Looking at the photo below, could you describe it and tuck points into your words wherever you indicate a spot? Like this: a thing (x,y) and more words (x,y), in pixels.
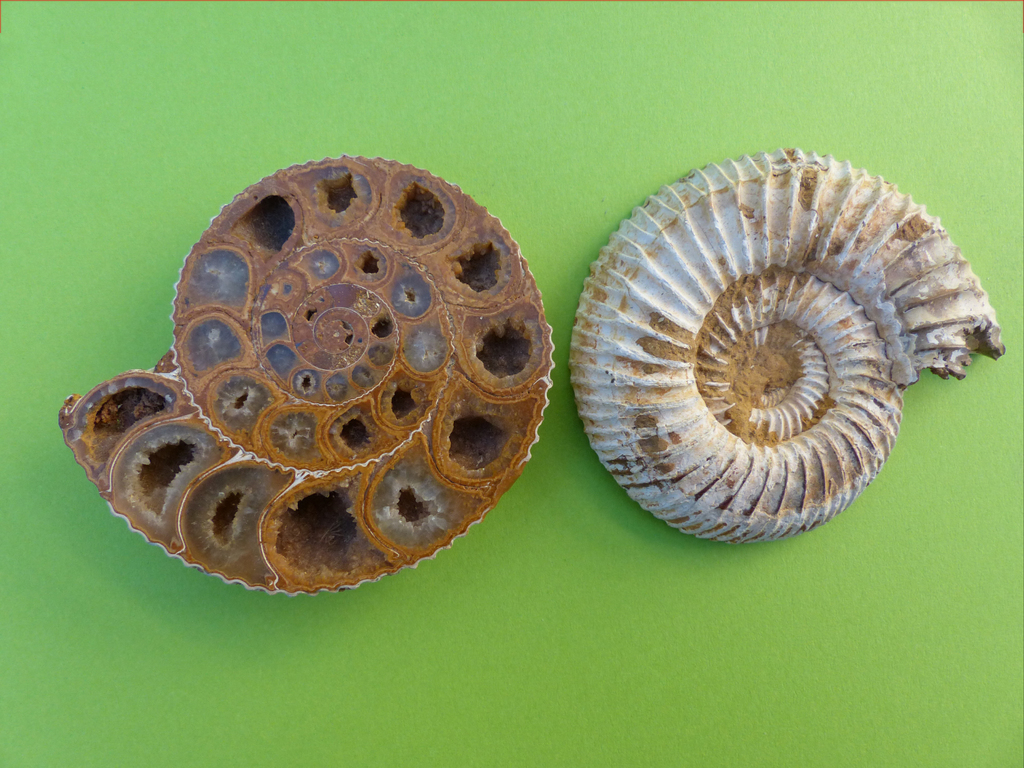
In this image I can see two Ammonites (457,407). The background (296,714) is in green color.
